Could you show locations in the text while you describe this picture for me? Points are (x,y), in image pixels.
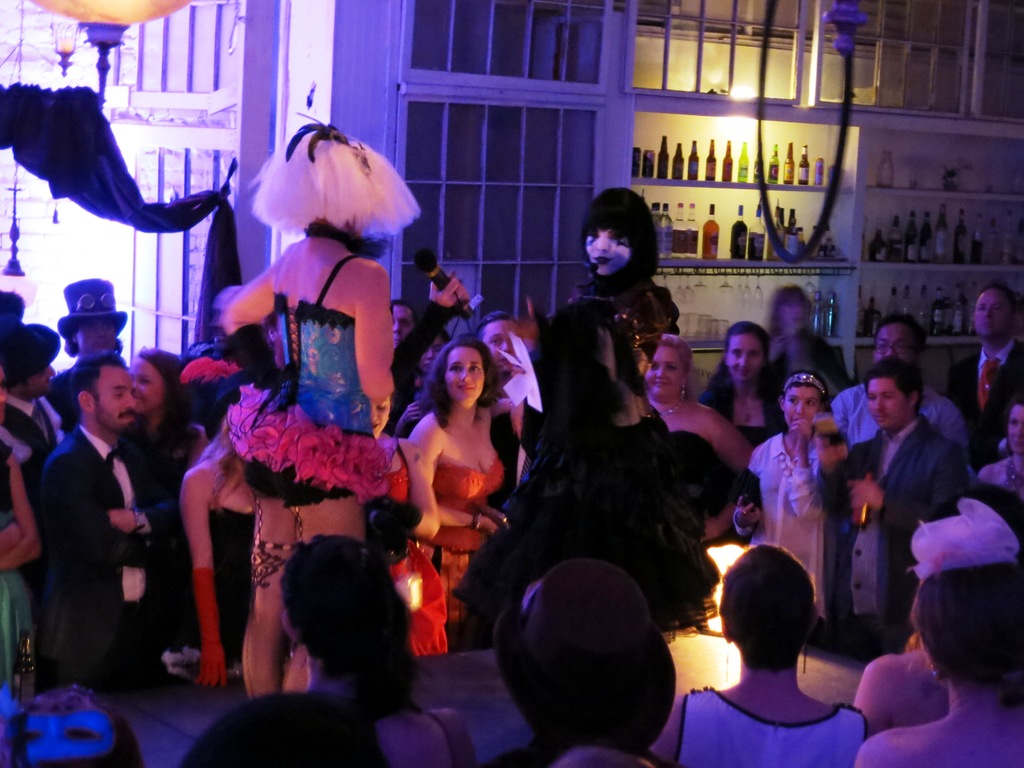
In the center of the image (371,265) we can see two people (363,370) wearing costumes (355,444). There are people (464,425) standing around them. In the background of the image (685,238) there are bottles (677,238) arranged in shelves (815,194). There is a door (464,259).
